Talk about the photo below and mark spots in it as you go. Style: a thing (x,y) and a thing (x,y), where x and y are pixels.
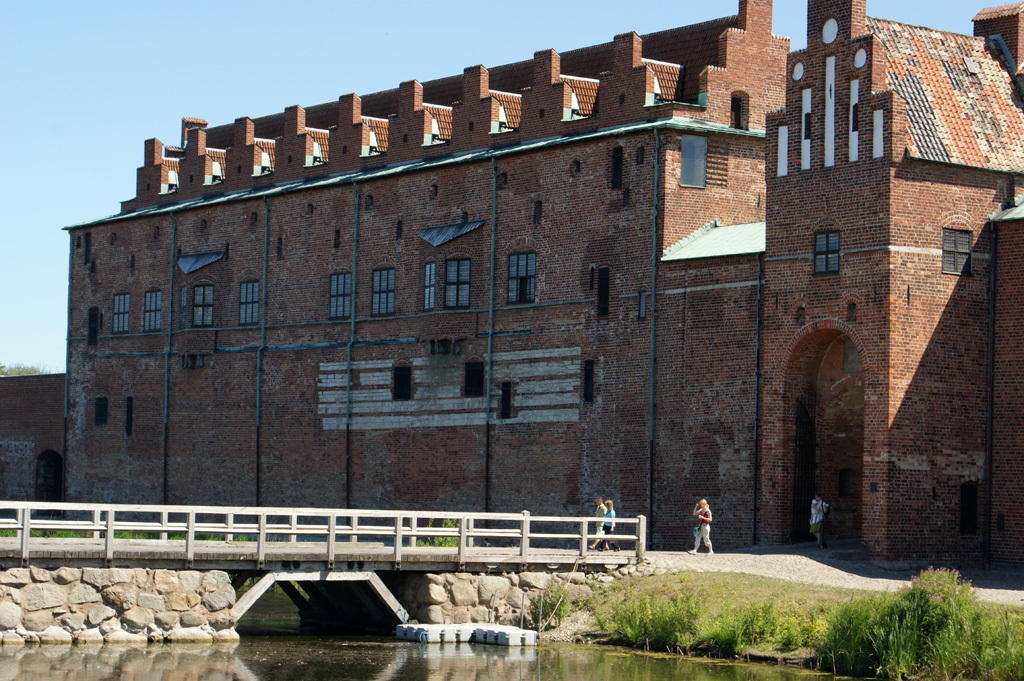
In this image I can see few persons (612,533) walking, in front I can see a bridge (290,532). Background (454,271) I can see a building (443,281) in brown color, sky (323,84) in blue color and I can also see grass (827,607) in green color.
